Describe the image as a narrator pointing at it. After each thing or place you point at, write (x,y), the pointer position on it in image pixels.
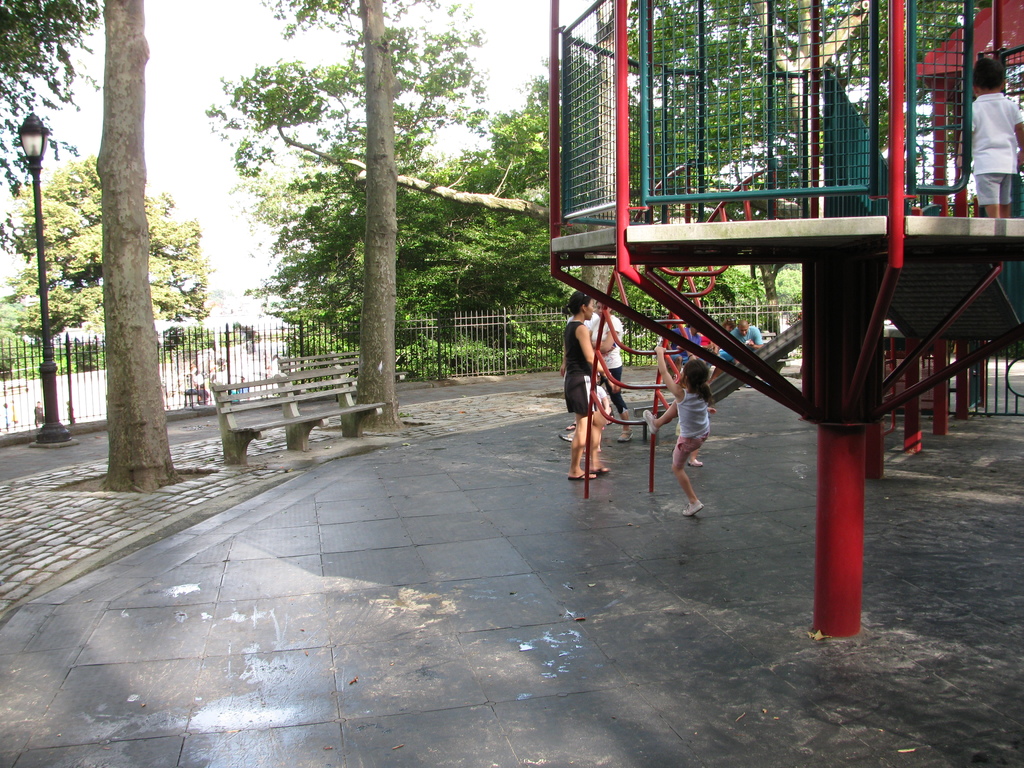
In this image there are few people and children's (701,434) are playing in the playground (579,502) in which there are few equipments (814,350) like slider (724,377) and few other things (878,373), there is a bench (290,400), trees (119,269), railing (277,341) and in the background (213,53) there is the sky (185,160).
